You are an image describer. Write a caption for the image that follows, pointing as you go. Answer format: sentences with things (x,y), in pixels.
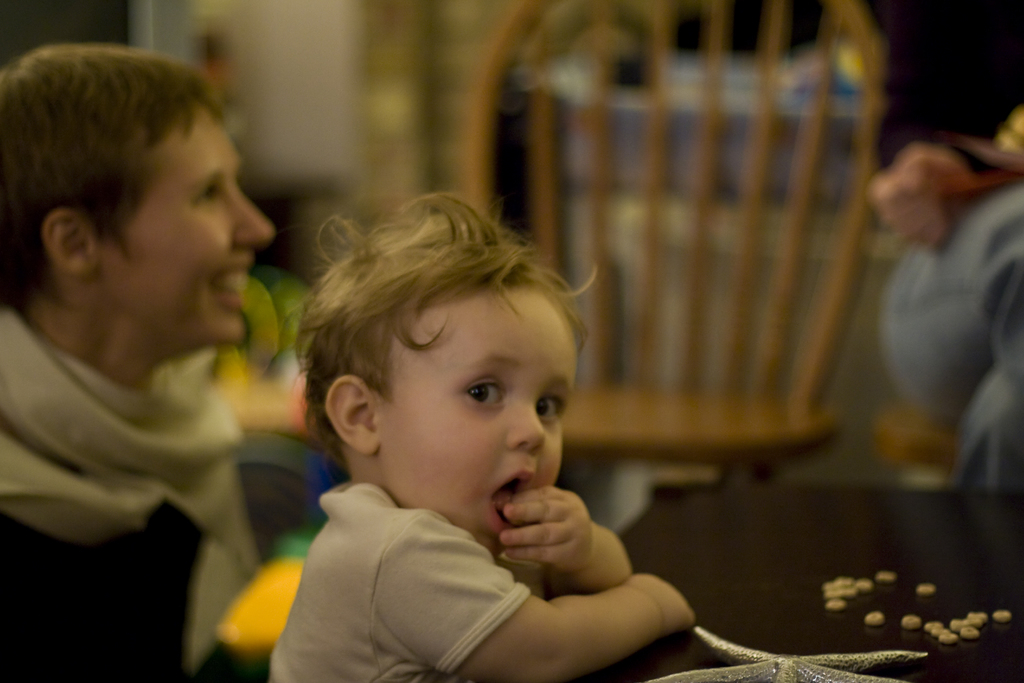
On the left side (318,353), there is a baby (400,314) in white color t-shirt (356,533), holding a hand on a table (715,570) on which there are some objects (813,656). In the background (151,77), there is a person (146,349) who is smiling. And the background (905,62) is blurred.
